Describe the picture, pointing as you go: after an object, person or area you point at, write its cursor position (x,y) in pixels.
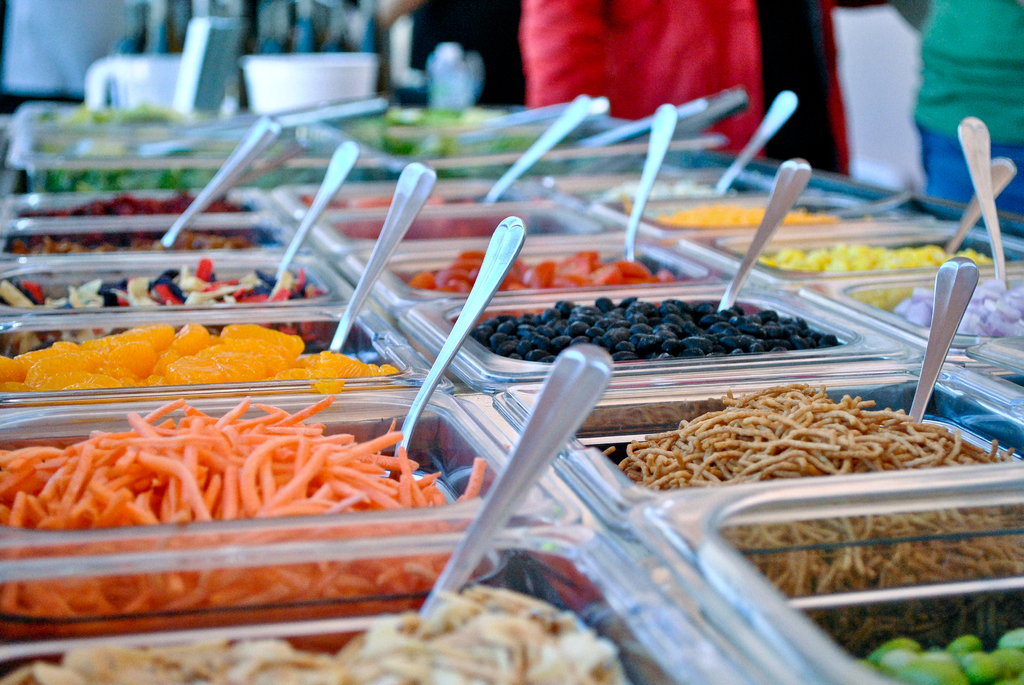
In this image we can see the food (920,300) and spoons (520,226) placed in bowls (874,556). On the left side of the image (299,93) we can see some containers (282,77) placed on the surface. At the top of the image (663,88) we can see a group of people (659,19) standing.
